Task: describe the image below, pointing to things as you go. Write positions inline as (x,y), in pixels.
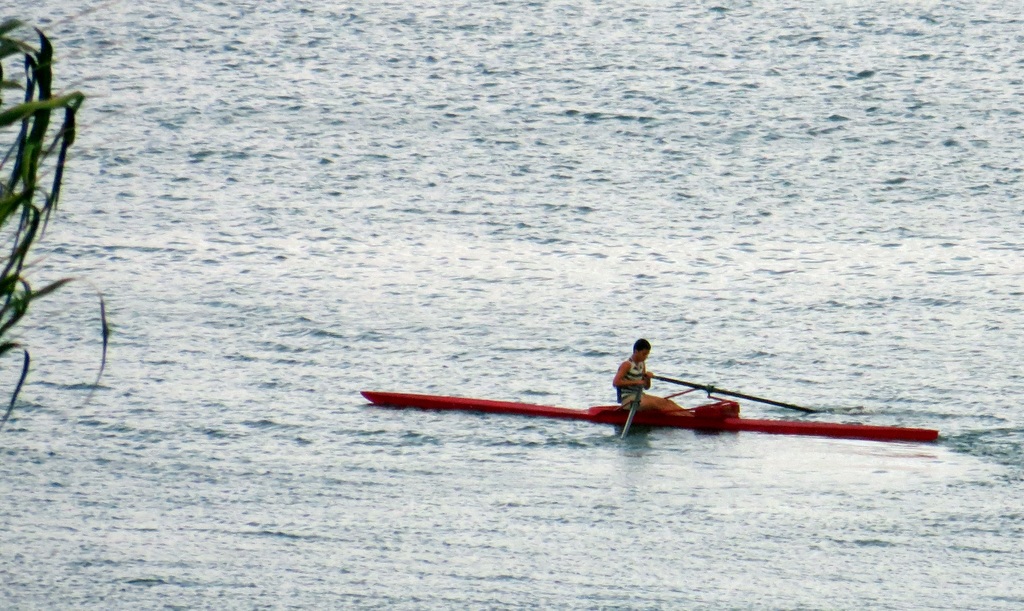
In the center of the image (629,366) we can see person (635,369) riding the boat (462,408) on the water (358,418). On the left side of the image (7,55) we can see tree (54,284).
